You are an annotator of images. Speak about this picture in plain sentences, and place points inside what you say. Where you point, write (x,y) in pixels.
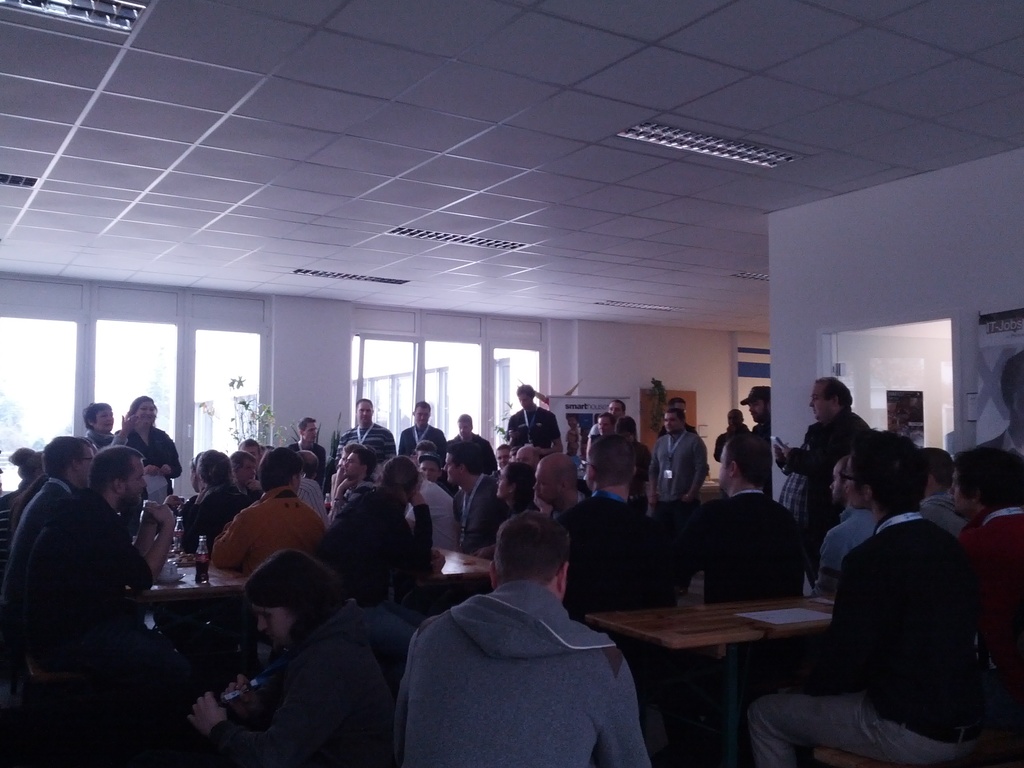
In this image I can see some people (381,690). I can see the table (716,644). At the top (438,145) I can see the white roof (472,149).
